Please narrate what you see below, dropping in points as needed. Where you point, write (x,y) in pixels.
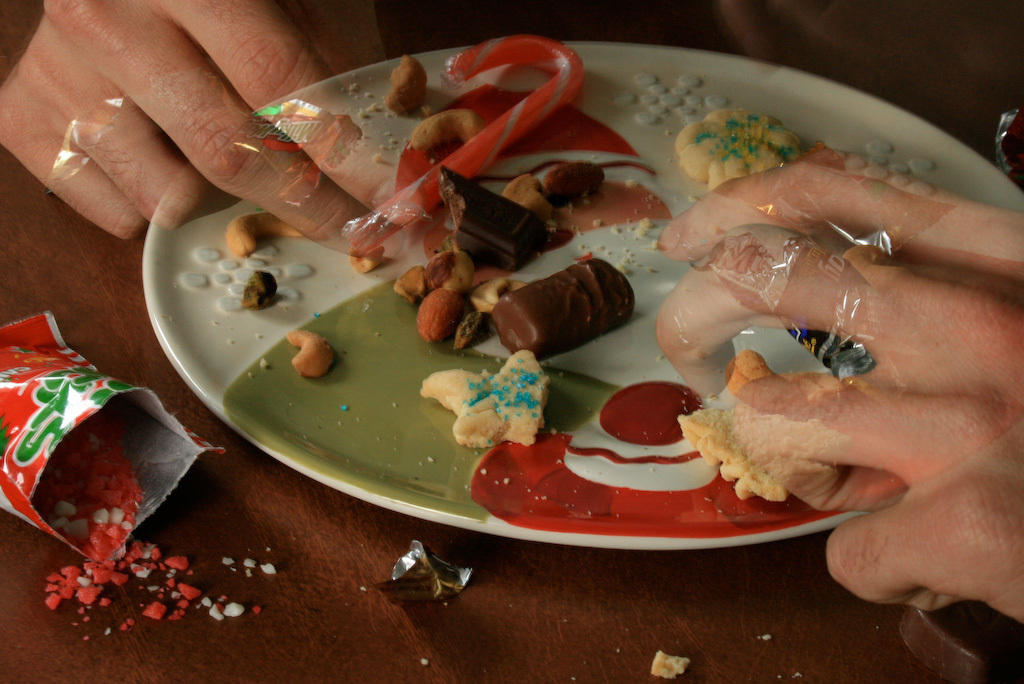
In this picture there is a plate (403,324) in the center of the image (460,330), in which there are dry fruits (472,301) and chocolates (541,313), there are hands (812,277) in the image and there is a wrapper (136,443) on the left side of the image (83,507).
